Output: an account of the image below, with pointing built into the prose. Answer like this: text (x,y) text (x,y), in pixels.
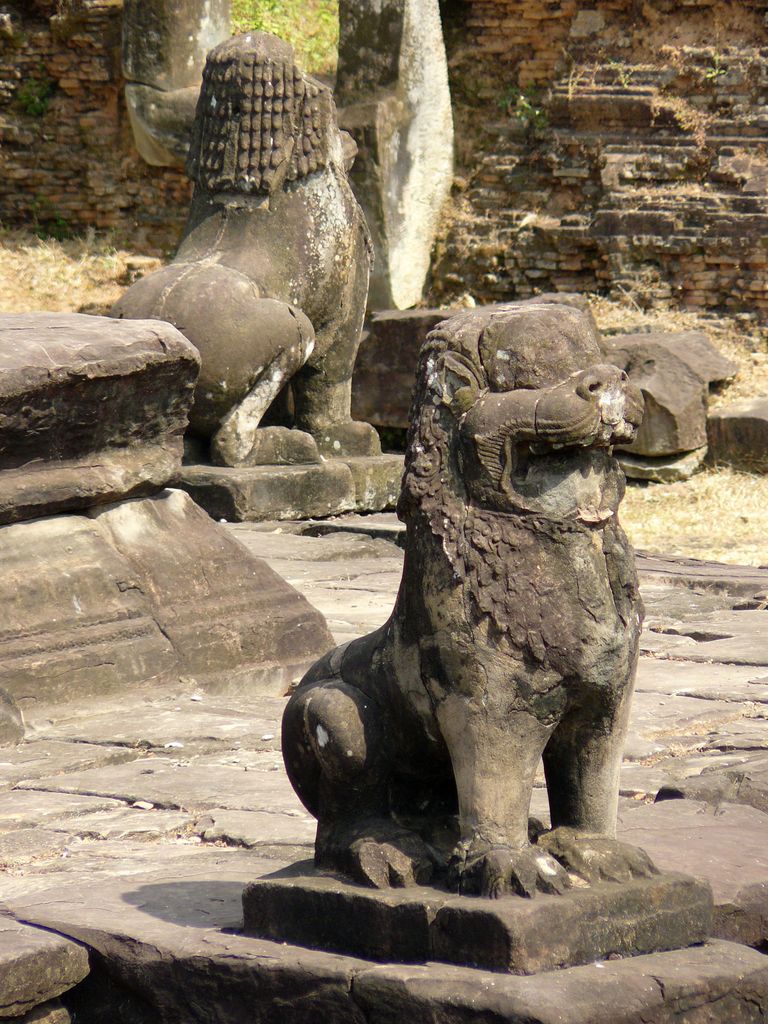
In this picture we can see stones (357,601), statues (501,775), wall (74,199) and in the background (315,34) we can see leaves (290,22).
